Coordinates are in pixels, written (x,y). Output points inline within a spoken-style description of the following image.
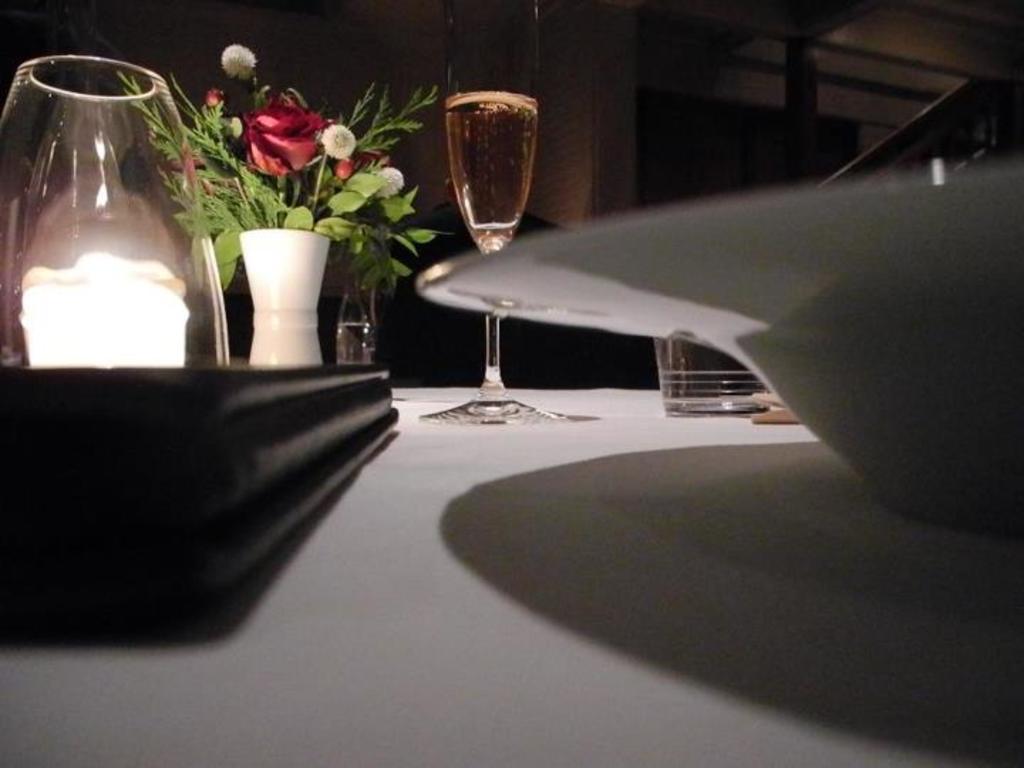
There are wine glass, flower vase (309,349), glass (678,400), plate (808,367) in the table (446,575).
